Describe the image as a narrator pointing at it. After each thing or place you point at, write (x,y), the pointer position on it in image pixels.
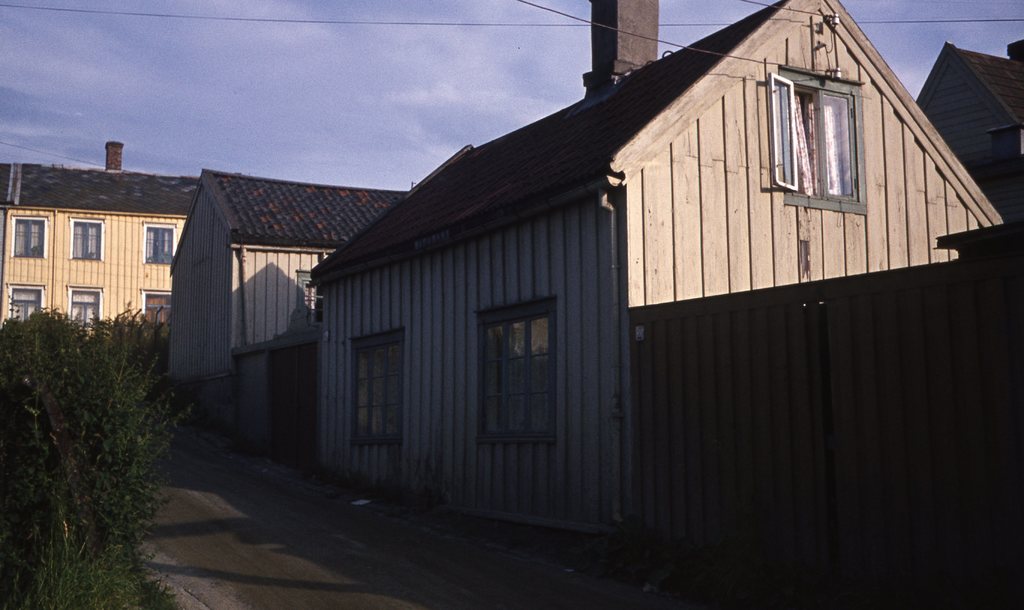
In this picture there are few houses (832,230) and fence walls (824,394) in the right corner (826,411) and there are few plants (105,422) in the left corner (75,479) and there is a building (116,238) which has a chimney (112,163) above it in the background (112,157).
